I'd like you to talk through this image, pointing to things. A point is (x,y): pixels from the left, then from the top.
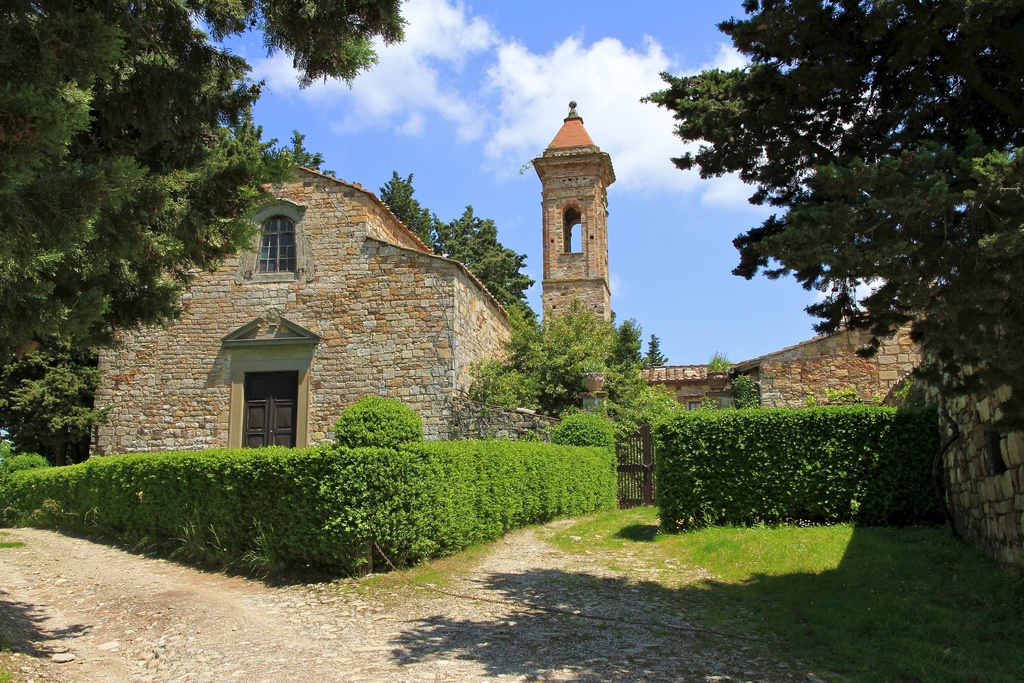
There are some plants (326,560) at the bottom of this image (555,516) and there is a house (693,403) in the background (330,362). There are some trees (222,195) on the left side of this image (175,179) and right side of this image (917,188) as well. There is a cloudy sky (566,52) at the top of this image (577,81).
